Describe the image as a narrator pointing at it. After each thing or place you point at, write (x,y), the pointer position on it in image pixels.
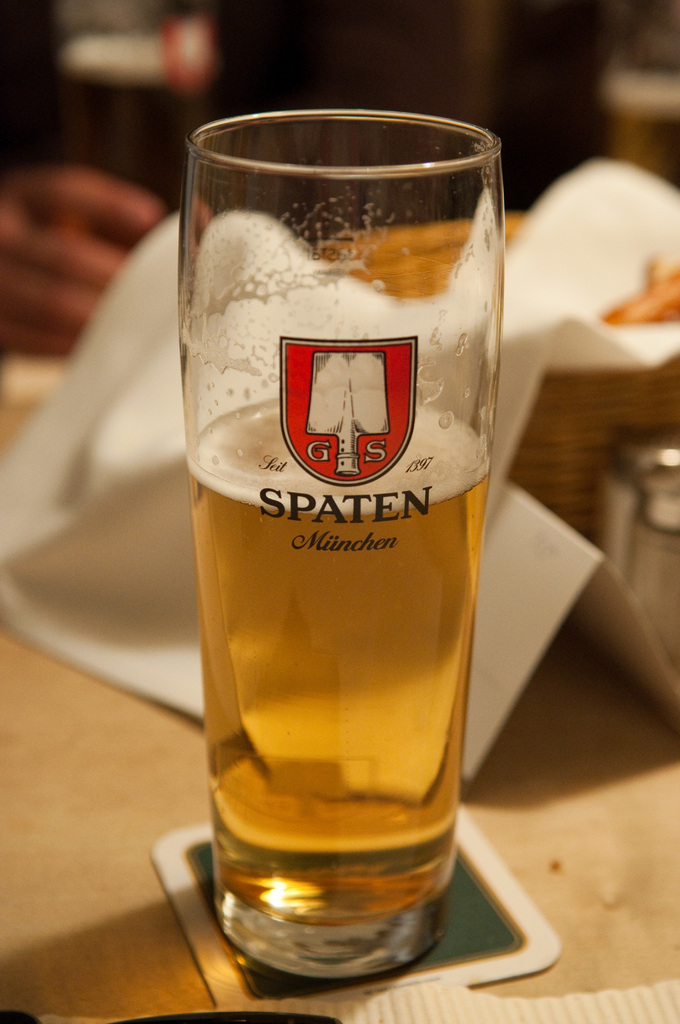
In this image we can see a glass (331,440) filled with liquid (423,523) and tissues (147,629) on the surface (625,777).
